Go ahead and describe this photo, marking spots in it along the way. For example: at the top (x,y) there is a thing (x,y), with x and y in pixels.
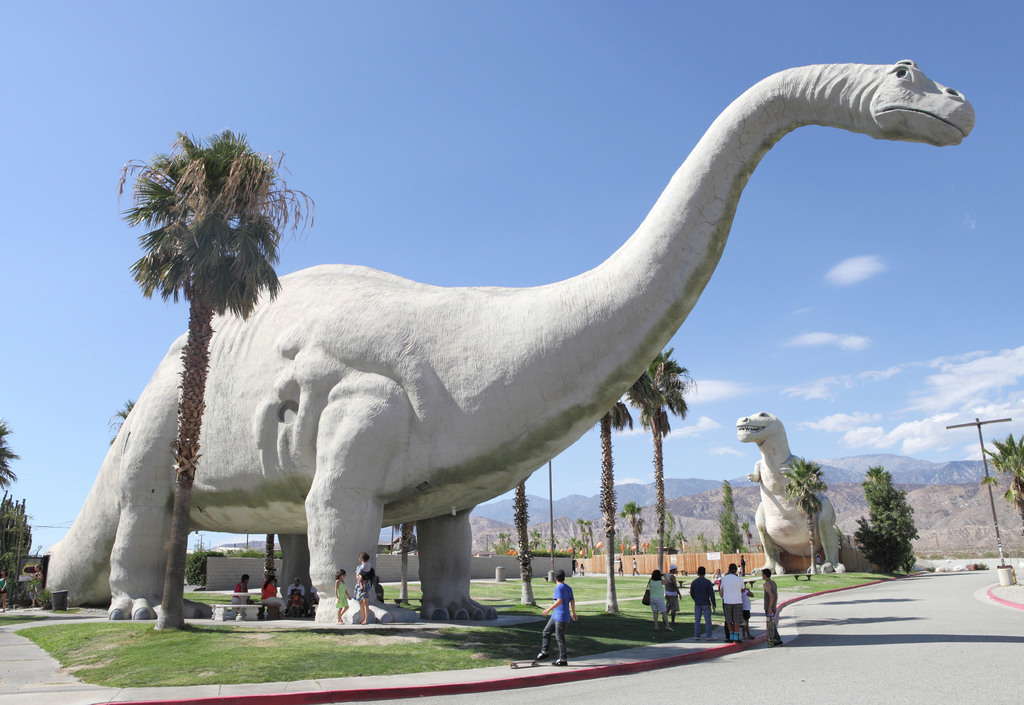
In this image there is a large dinosaur statue (435,380) in the middle (439,442). At the bottom (373,570) there are few people (361,576) who are standing and watching it. There are trees (611,496) in the background (522,499). At the top (897,224) there is the sky (949,354). On the left side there is a ground (86,644). On the right side (976,624) there is a road (955,605). Beside the road (969,598) there is a pole (985,458). In the background (767,477) there is another statue (774,492).
